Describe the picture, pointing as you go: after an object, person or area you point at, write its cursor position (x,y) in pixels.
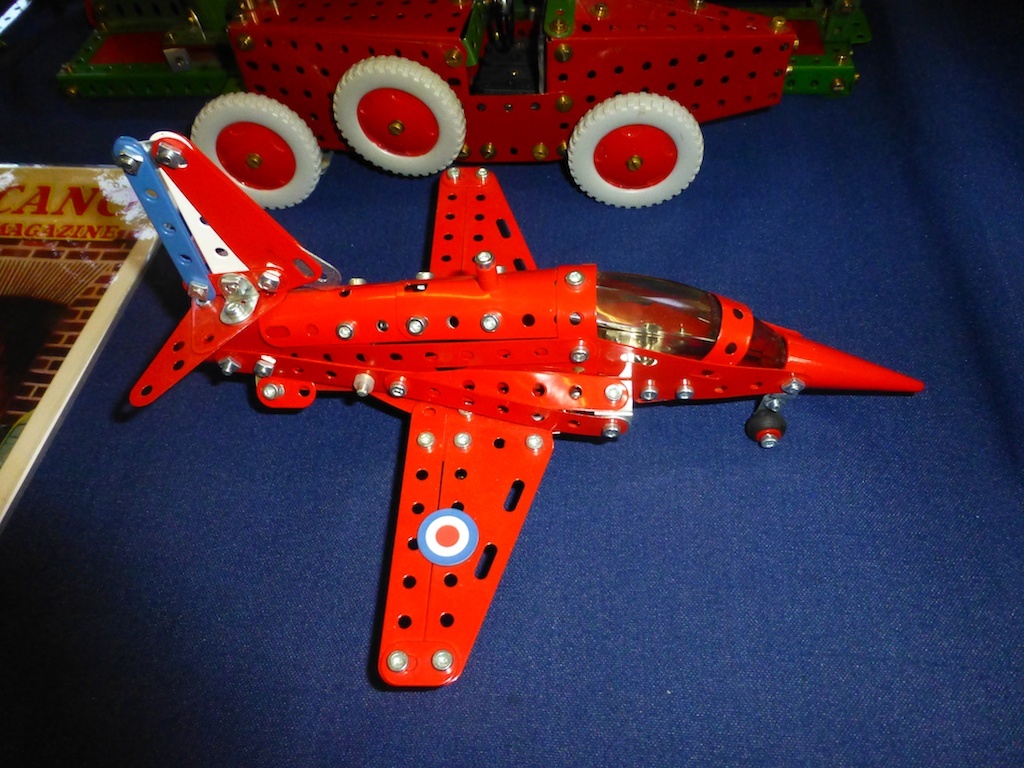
There is a toy aircraft (462,375), a vehicle (437,35), it seems like a poster (48,280) in the image.
